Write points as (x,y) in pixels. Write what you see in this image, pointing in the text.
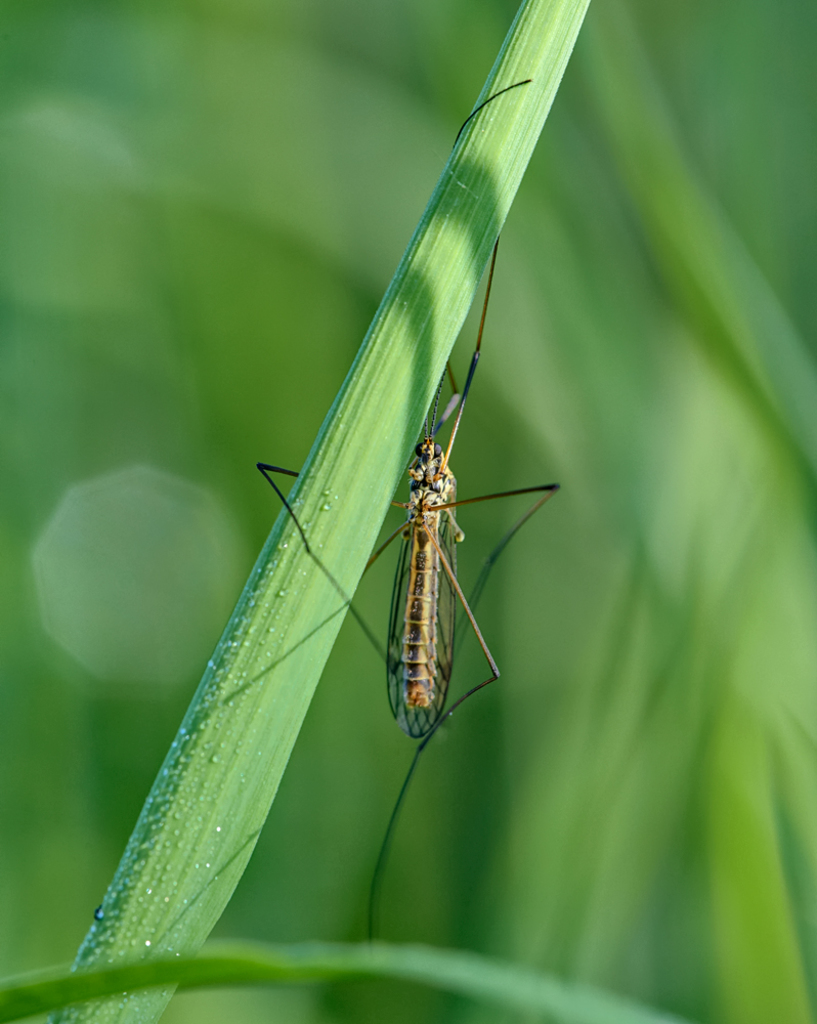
In the center of the image (413,652) we can see an insect (420,579) on the leaf (305,589).
